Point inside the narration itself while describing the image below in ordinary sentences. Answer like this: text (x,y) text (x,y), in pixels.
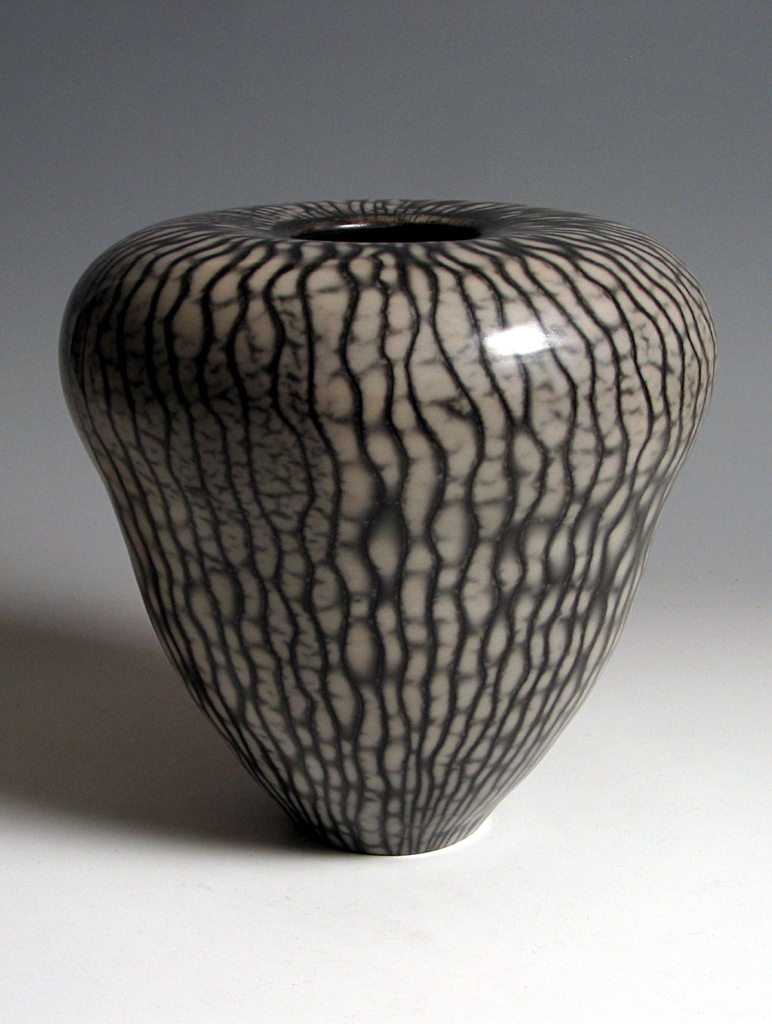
In this image I can see a ceramic jar (462,390) which is cream and black in color is on the white colored surface (357,878).
